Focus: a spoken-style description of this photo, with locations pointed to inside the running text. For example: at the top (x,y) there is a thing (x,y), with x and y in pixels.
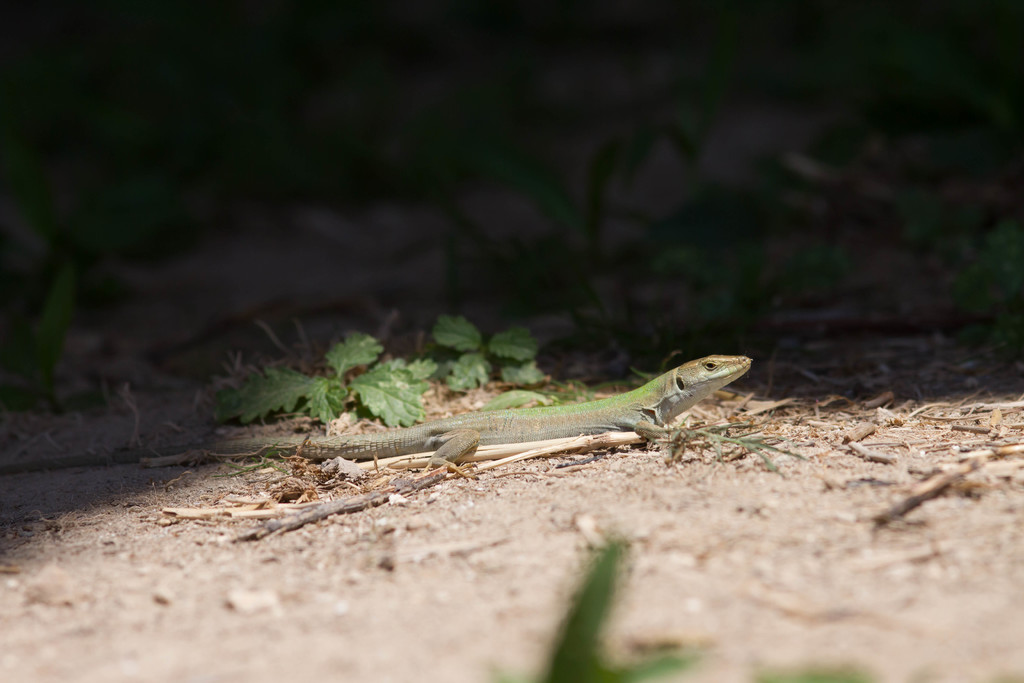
In this image I can see the reptile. In the background (433,359) I can see few plants (279,389) in green color.
